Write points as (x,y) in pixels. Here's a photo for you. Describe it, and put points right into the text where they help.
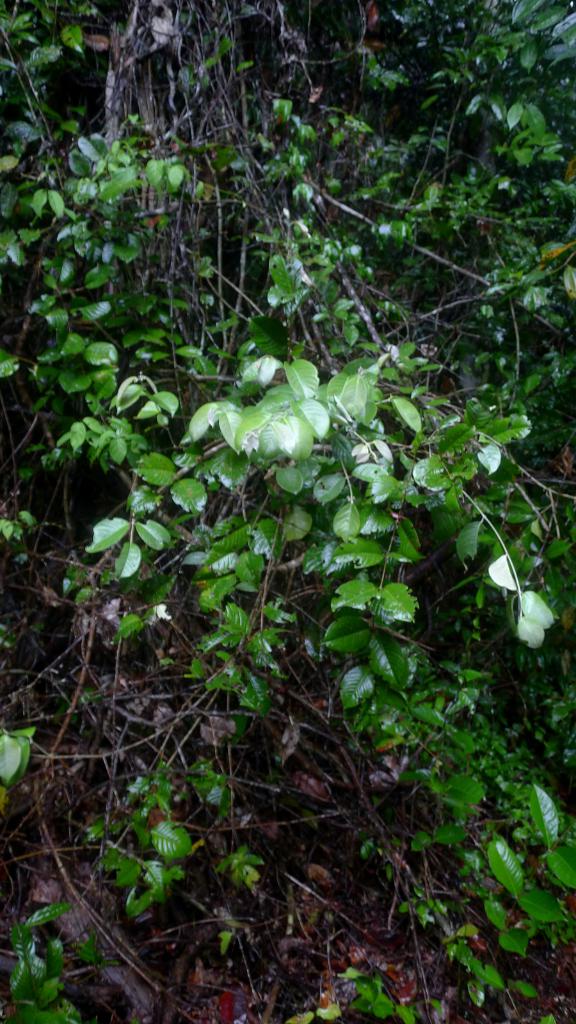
In this picture we can see the plants (307,404). At the bottom of the image (206,881) we can see the dry leaves (238,1019) and ground (378,918).
